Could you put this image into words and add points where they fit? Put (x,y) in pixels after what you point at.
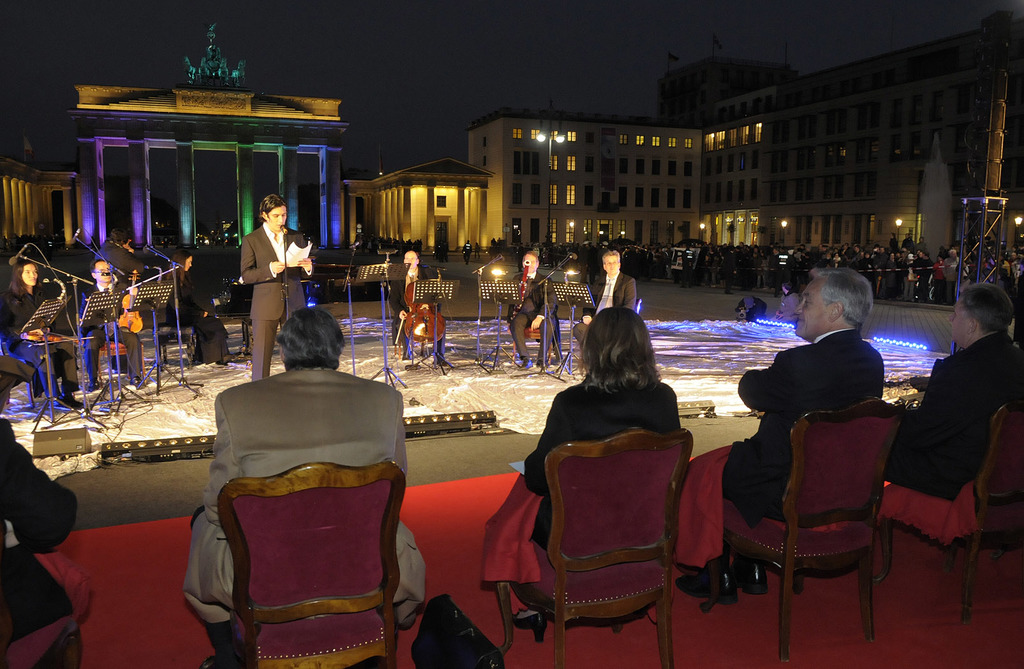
in the image there is a man (268,343) standing and talking on the mic (287,245). There is a paper (299,248) in his hands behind him there are many people (182,295) who are sitting and playing musical instruments (135,317). At the bottom of the image (24,475) there are five people (896,474) who are sitting on the chairs (576,518). On the right (796,278) there is a crowd (754,263). In the background (688,197) there are buildings (535,193) and a sky (218,162).
